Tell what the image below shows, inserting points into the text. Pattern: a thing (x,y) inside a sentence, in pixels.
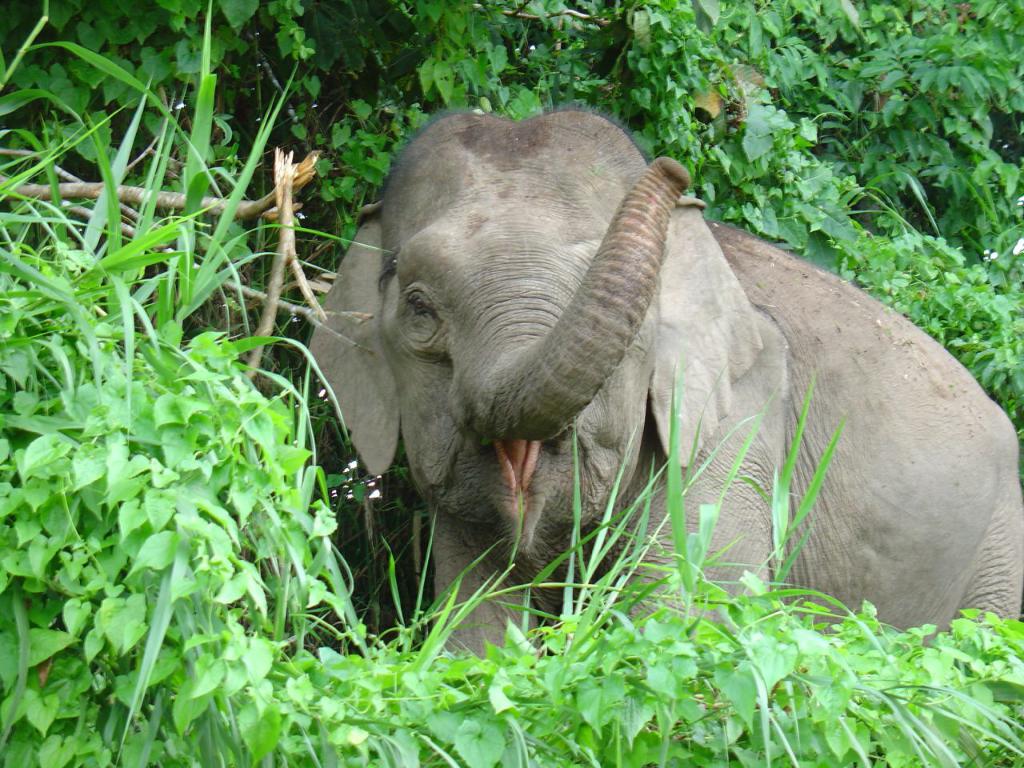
In this picture we can see an elephant (527,391) and behind the elephant (486,351) there are trees (545,12) and branches (268,328).
